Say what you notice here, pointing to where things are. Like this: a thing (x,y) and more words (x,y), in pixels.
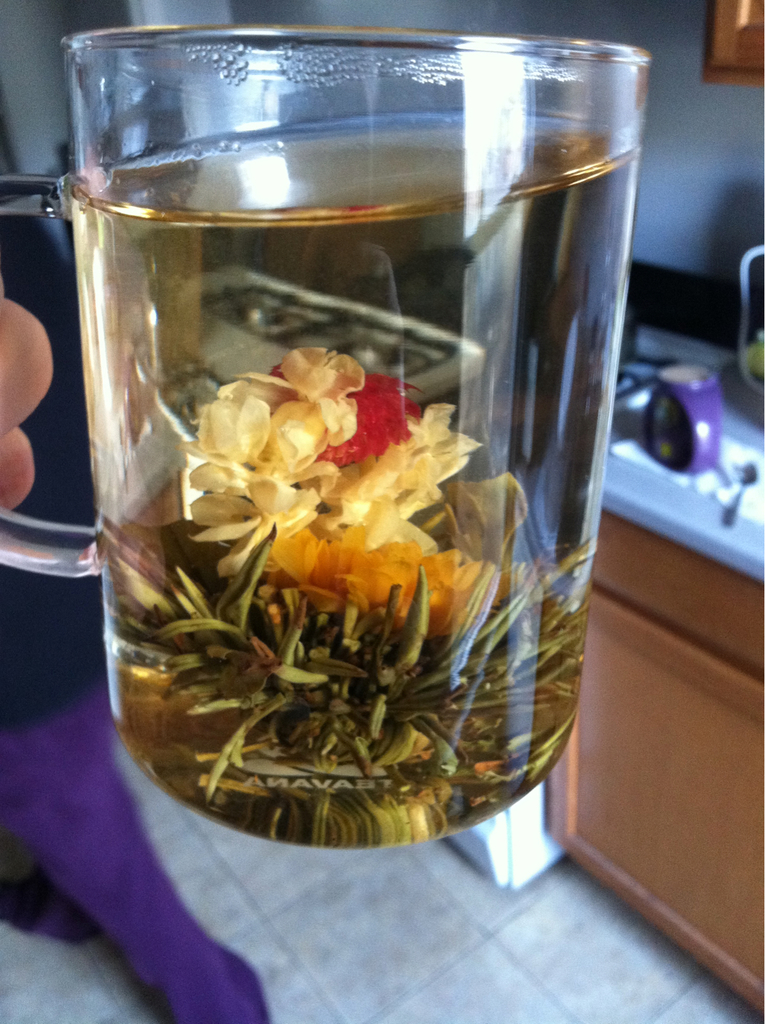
There is a glass (499,230) which has water (474,295) and some other objects (362,409) in it and there are some other objects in the background (732,377).
